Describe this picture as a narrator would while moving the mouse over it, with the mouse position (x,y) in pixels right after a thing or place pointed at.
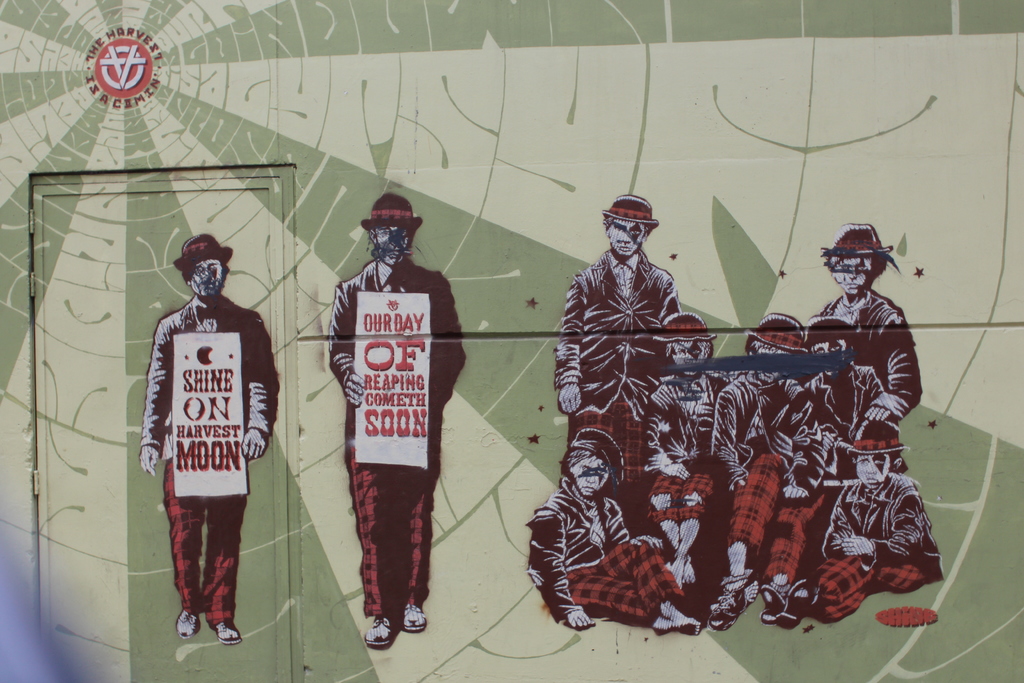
In this image there is a wall (539,151) on which there is painting (700,384). On the right side (723,391) there are group of people (739,414) who are sitting on the floor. On the left side (252,332) there are two persons (257,354) who are holding the placards (391,369). There is a door (100,317) on the left side (176,269).
